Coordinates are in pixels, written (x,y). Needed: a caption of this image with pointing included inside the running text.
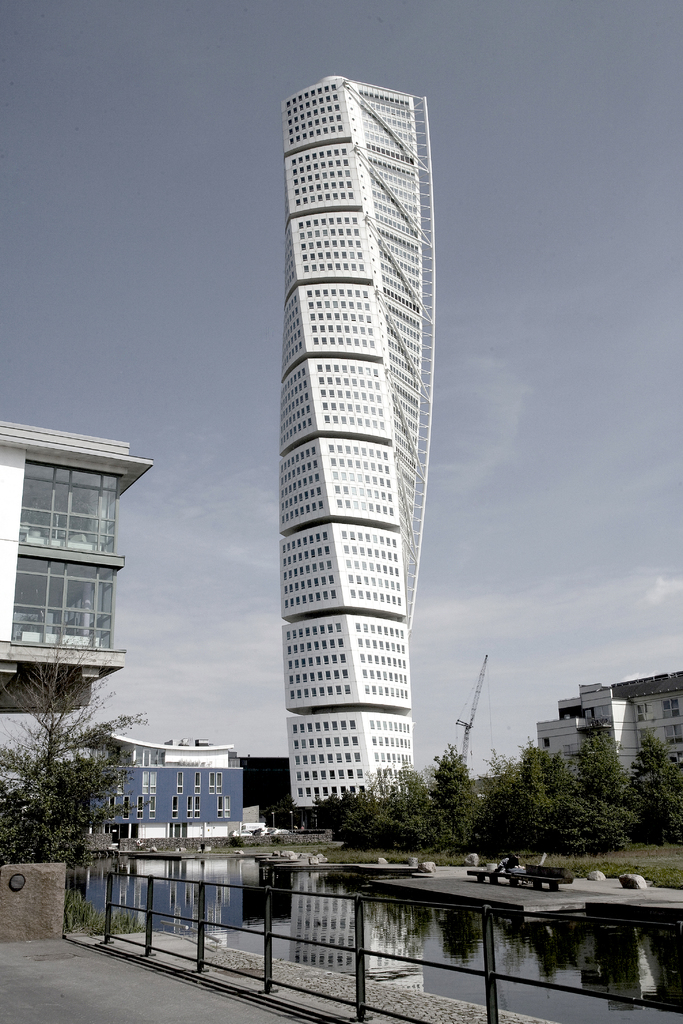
In this picture we can see buildings (410,621) here, at the bottom (530,959) there is water (519,952), we can see a bench (538,886) here, there is a railing (267,950) here, we can see some trees (544,801), there is the sky (571,360) at the top of the picture (558,272).
